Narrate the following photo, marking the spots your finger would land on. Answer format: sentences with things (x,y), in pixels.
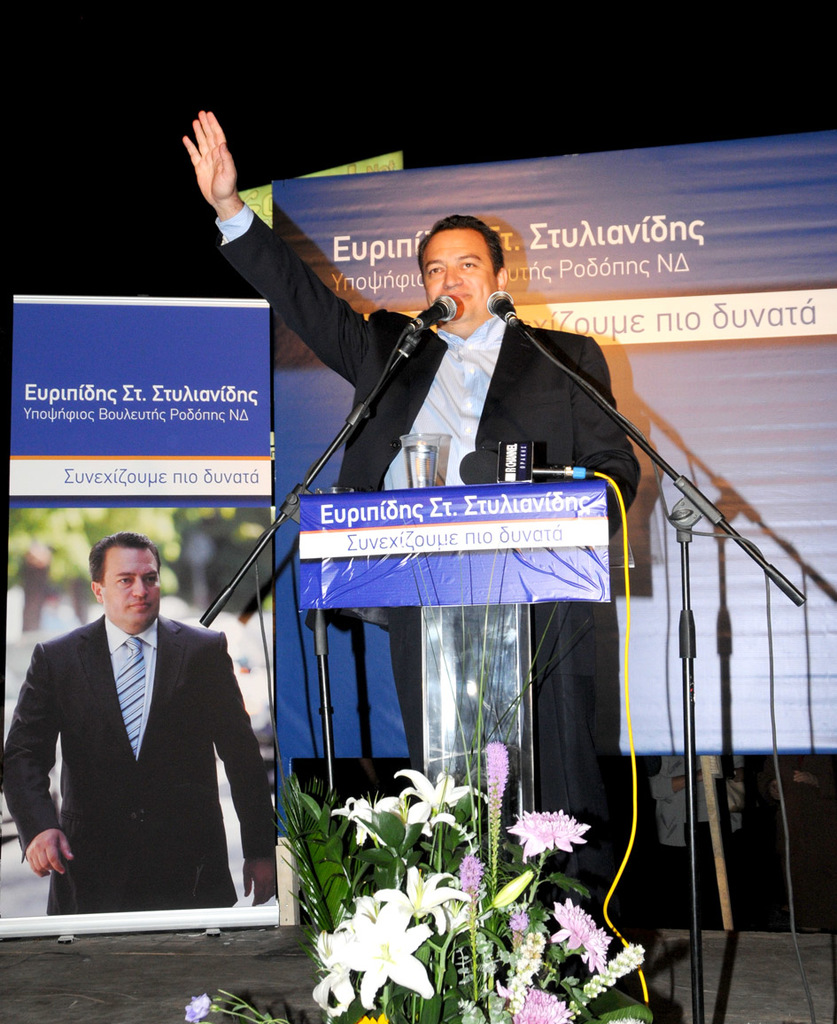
In this picture we can observe a person (460,359) standing in front of a podium (464,586) on which there is a glass (434,456) and a mic (485,458). We can observe two mics (434,305) and stands (690,651). There is a bouquet (429,916) in front of the podium (451,574). On the left side (36,625) there is a poster (56,573). In the background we can observe a blue color poster (617,292).
